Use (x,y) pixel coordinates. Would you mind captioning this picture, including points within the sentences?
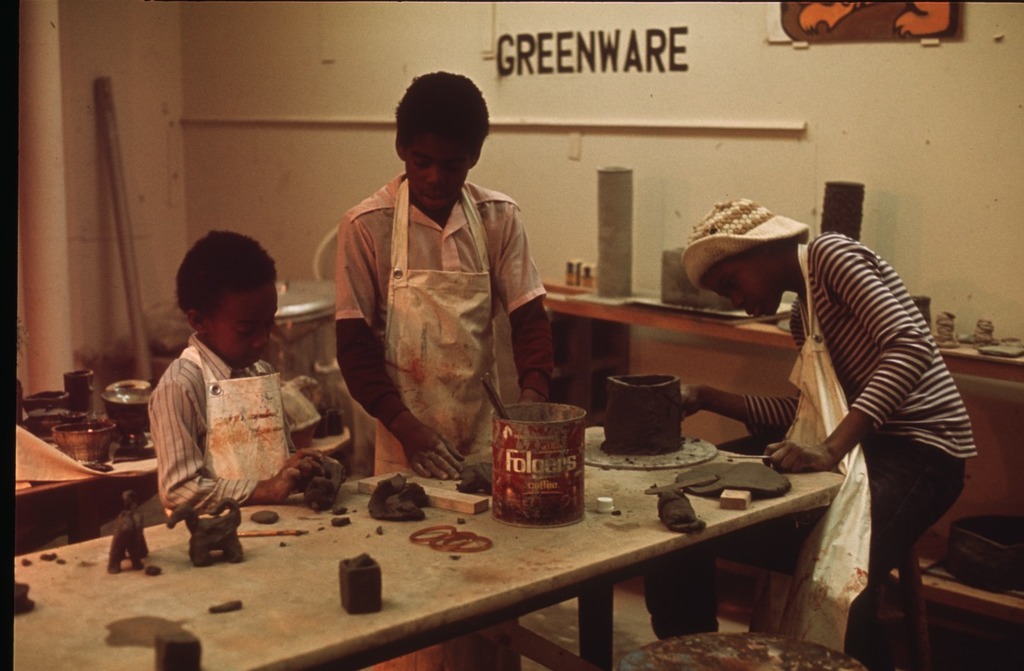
In the images there are kids (379,350) making idols (333,472) with clay (340,485) on a table (624,493), on wall (566,71) it was written greenware, it seems to be of a pottery studio (581,166).
